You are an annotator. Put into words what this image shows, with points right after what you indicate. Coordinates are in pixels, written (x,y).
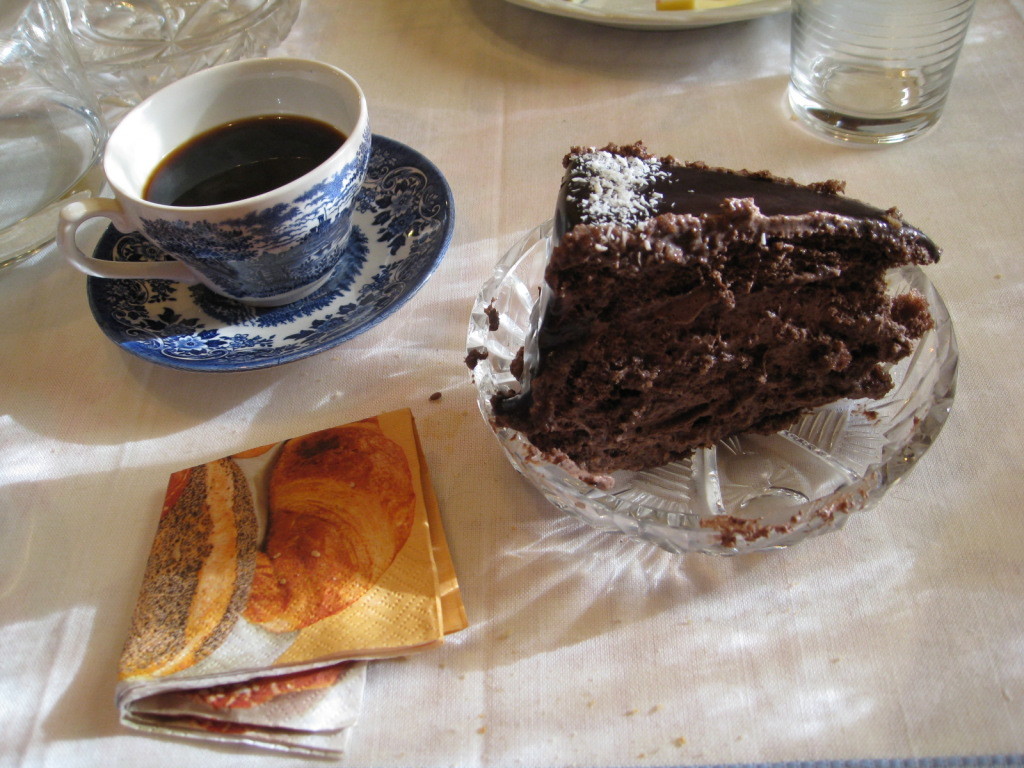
In this image there is a table (588,103) and we can see plates (782,511), cup (326,247), saucer (191,333), glass (904,108), napkin (244,700) and a cake (689,391) placed on the table (537,738).
